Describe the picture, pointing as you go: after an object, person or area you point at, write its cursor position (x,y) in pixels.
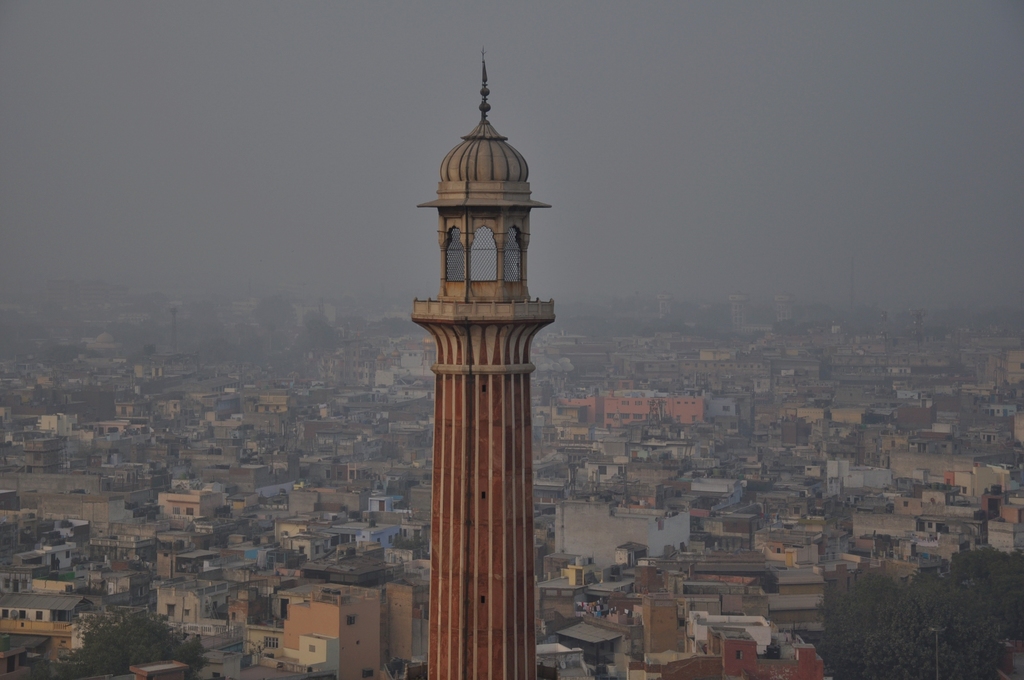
In this image we can see a tower (494,487) in the foreground (490,509). Behind the tower (495,578) we can see a group of buildings (706,561) and trees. At the top (492,85) we can see the sky (690,69).
